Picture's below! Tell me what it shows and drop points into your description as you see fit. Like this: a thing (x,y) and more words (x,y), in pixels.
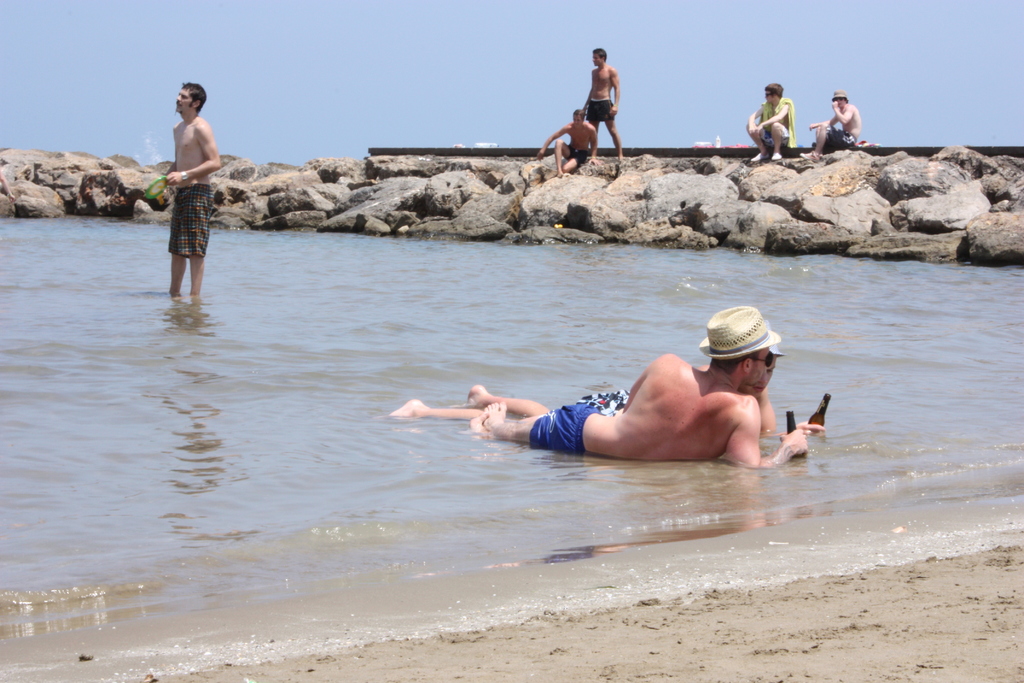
In this picture we can see two people (712,430) holding bottles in their hands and lying in the water (845,410). We can see a man (187,207) holding a Frisbee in his hand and standing in the water (161,275). There are four people (559,155), some objects (489,147) and a few stones (1005,223) are visible from left to right. We can see the sky (364,106) on top of the picture (580,53).
